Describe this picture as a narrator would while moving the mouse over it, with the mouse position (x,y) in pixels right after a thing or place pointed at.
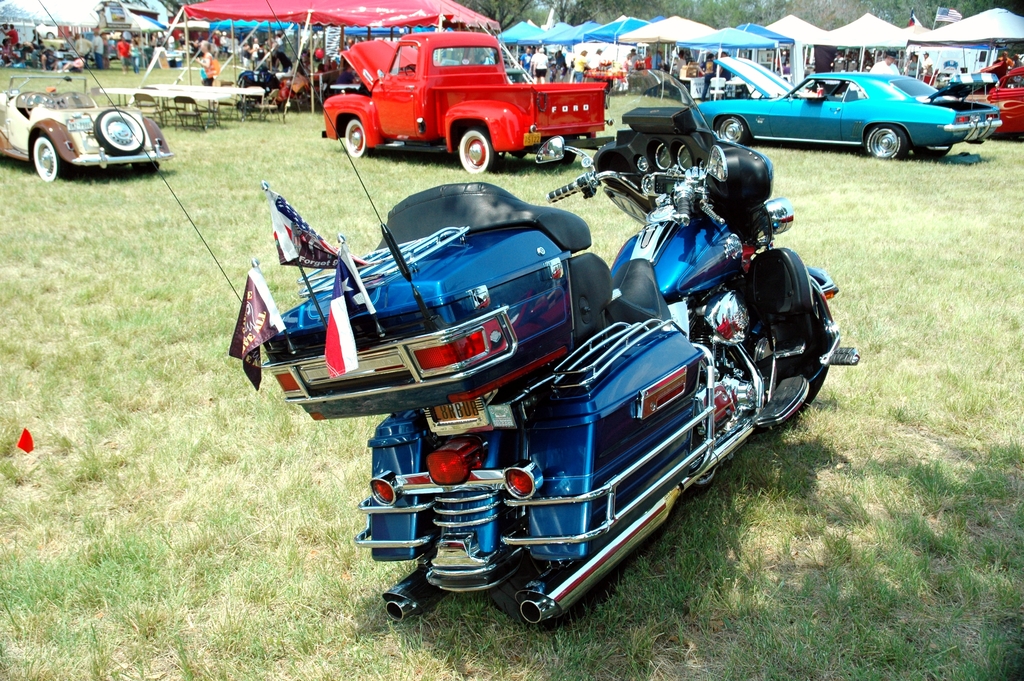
In the center of the image (450,274) there is a bike (612,445) on the grass (701,602). In the background (353,124) we can see cars (571,130), tents (244,32), persons (257,52), tables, chairs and trees (752,16).
